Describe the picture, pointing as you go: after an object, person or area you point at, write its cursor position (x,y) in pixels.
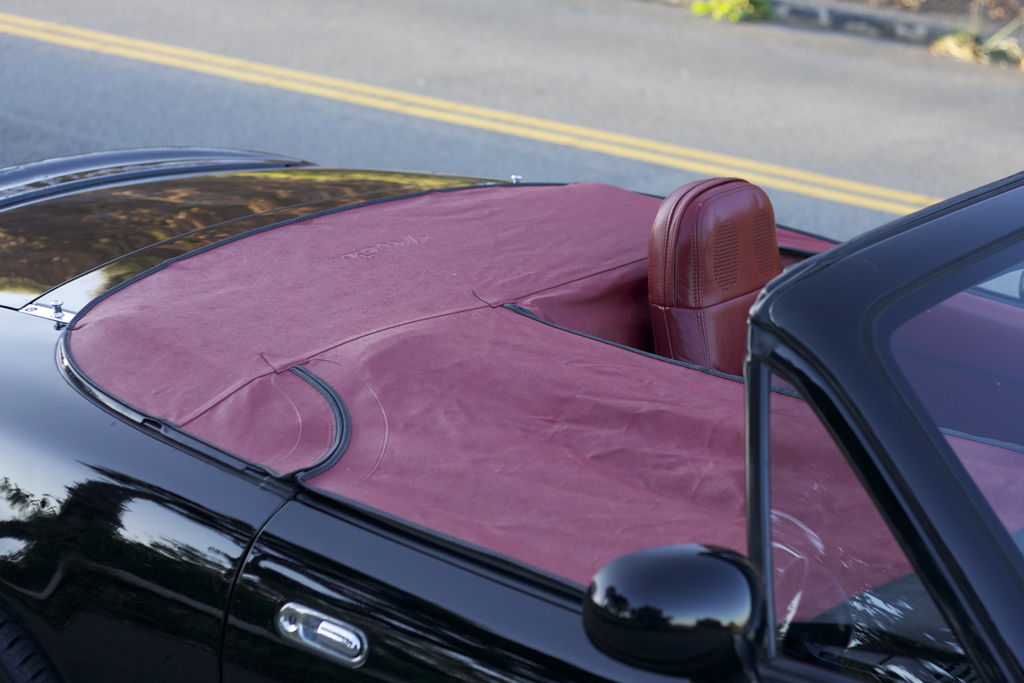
In this picture we can see a car (703,349) on the road (783,175).
